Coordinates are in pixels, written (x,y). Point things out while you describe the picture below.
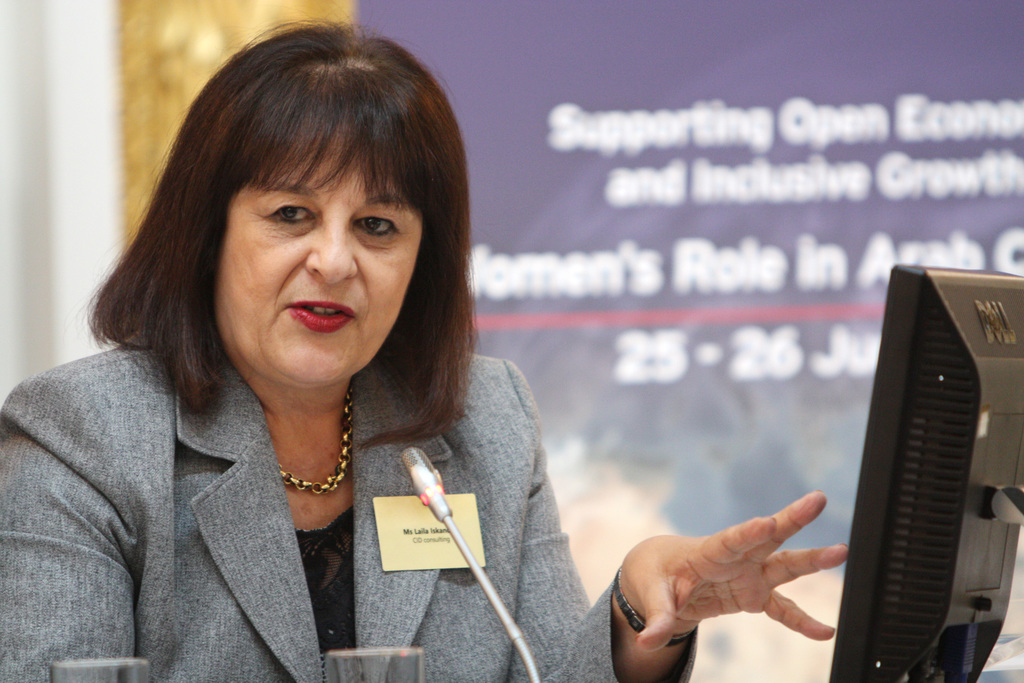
In this image we can see a woman (246,210). Here we can see a mic (518,649) and a monitor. At the bottom of the image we can see glasses (417,658) which are truncated. In the background (716,354) there is a banner (756,199) and we can see text (745,176) written on it.
